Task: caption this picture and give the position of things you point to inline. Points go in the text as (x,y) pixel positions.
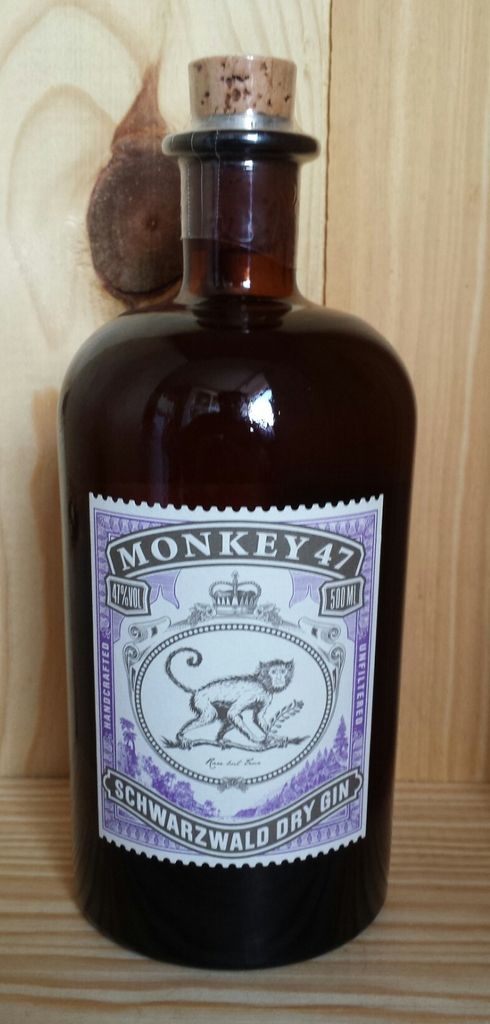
Here we see a bottle (298,925) of gin (276,952) on the table (24,992).
